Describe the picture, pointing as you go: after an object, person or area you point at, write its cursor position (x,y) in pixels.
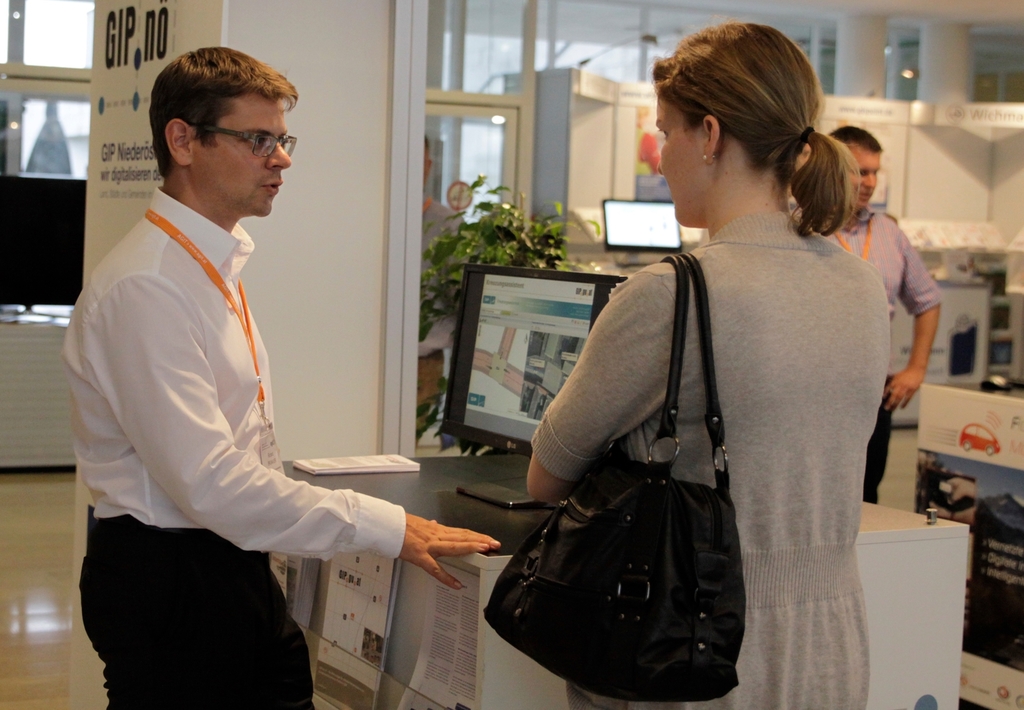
In this image i can see two man (856,233) and a woman (797,305), a woman (744,383) wearing handbag (723,515), in front of a woman (621,308) there is a desk top (553,296), at the back ground (526,258) i can see a plant (516,244), a pillar (403,68) and a glass door (463,79).
